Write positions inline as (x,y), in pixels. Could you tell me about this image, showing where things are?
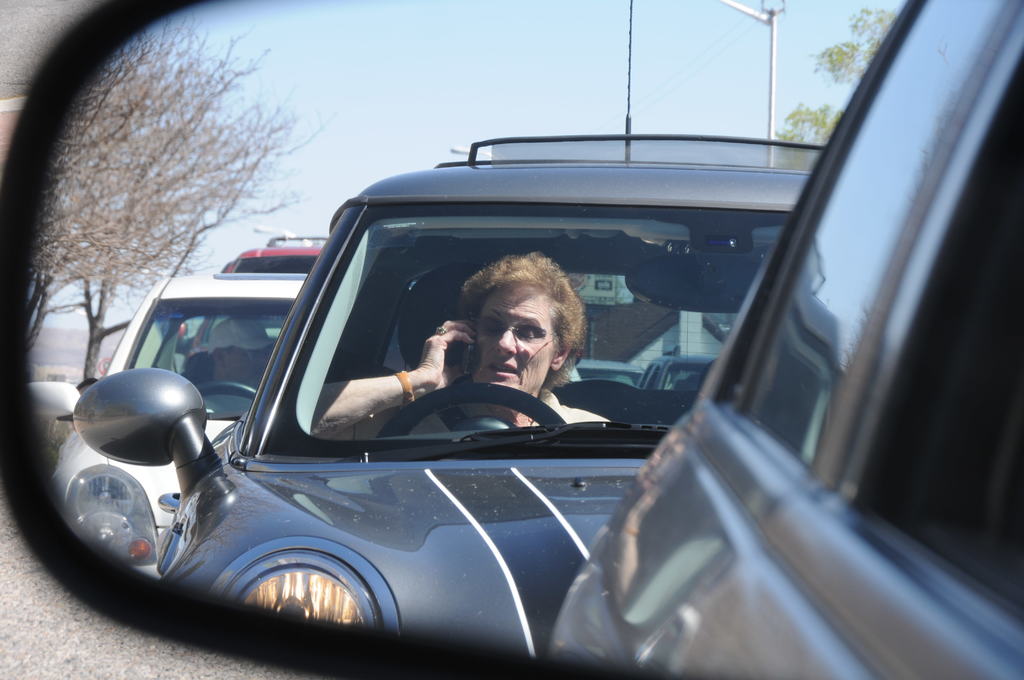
In this image we can see a person (428,355) sitting inside a car (455,497). We can also see some cars (194,347), trees (122,176), pole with wires (714,53) and the sky (405,95). This is the view which is entirely reflected on a mirror (183,630).
